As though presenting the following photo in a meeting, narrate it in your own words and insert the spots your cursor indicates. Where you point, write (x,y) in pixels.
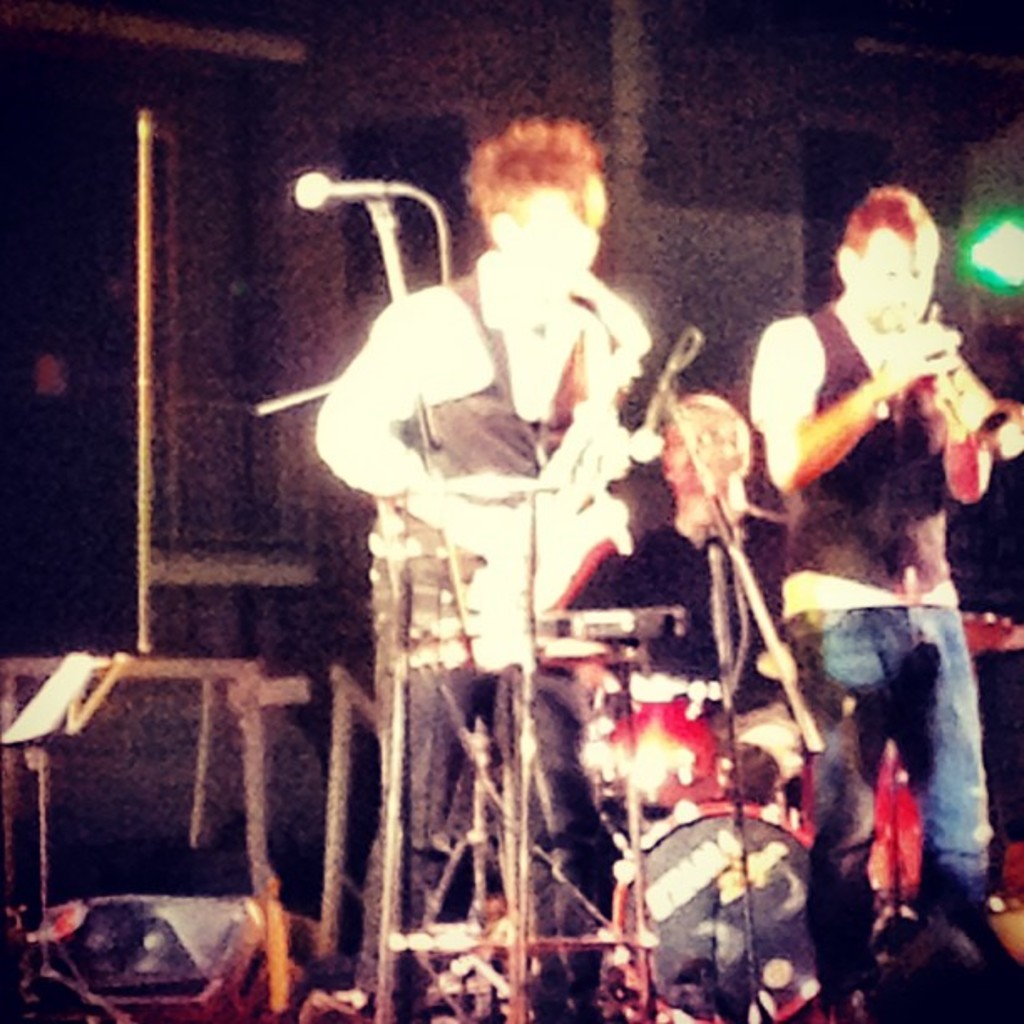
In this image I can see a two persons (781,445) are standing and playing musical instrument (614,391). Background (810,118) is black in color. I can see light (1003,247), mics (665,374) and a stands (399,271).
